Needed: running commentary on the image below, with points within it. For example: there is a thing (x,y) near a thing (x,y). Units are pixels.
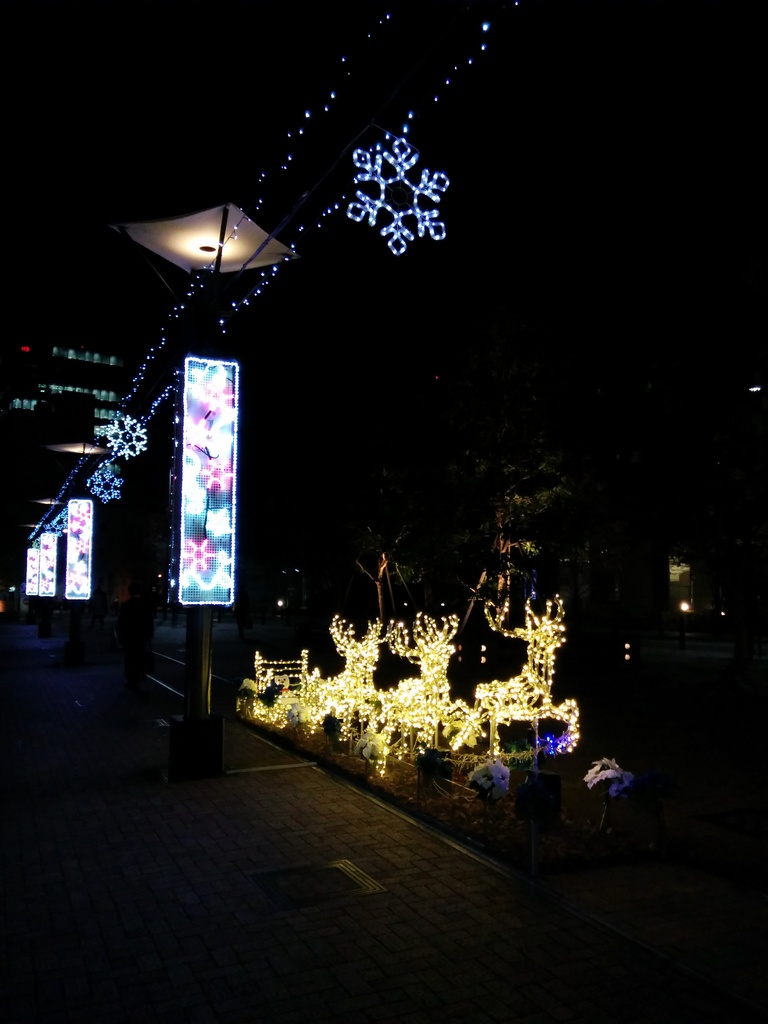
In this picture there are few lights (333,691) and there are trees (472,461) and a building (67,348) in the background (496,376).
